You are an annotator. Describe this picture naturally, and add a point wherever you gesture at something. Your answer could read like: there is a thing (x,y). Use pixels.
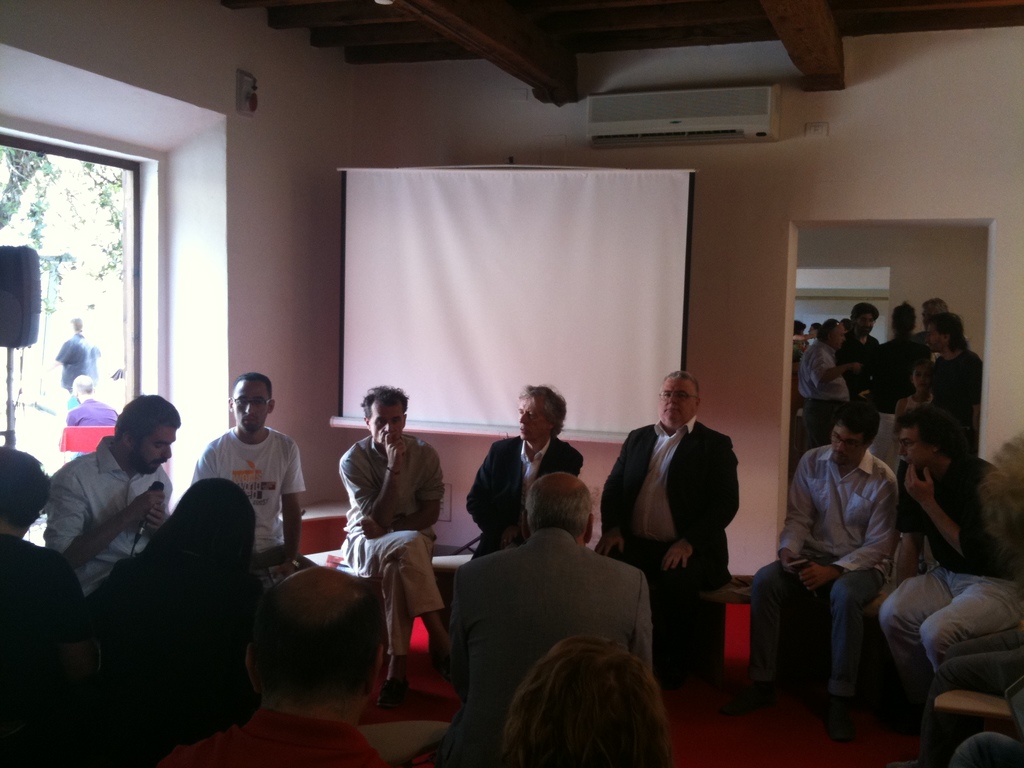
In this picture I can see people (501,559) sitting the chairs (719,597). I can the projector screen (472,292). I can see air conditioner (595,122). I can see a few people (902,312) standing on the right side (849,320). I can see the microphone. I can see glass window (79,286).
